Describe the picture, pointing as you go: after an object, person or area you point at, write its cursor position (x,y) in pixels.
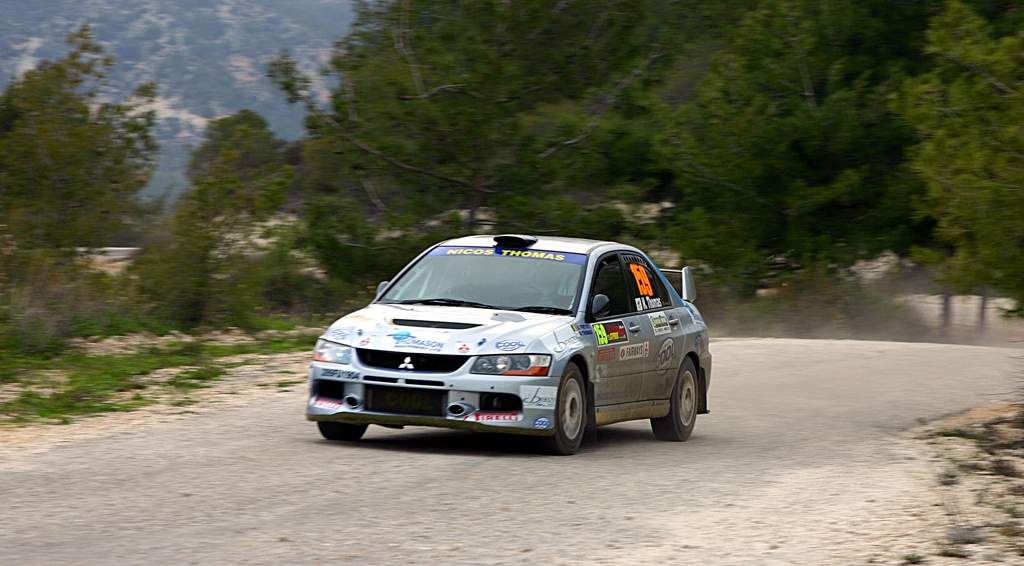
In front of the image there is a car (537,425) on the road (705,421). In the background of the image (662,162) there are trees (573,118). At the top of the image (278,57) there is a hill (256,33).
